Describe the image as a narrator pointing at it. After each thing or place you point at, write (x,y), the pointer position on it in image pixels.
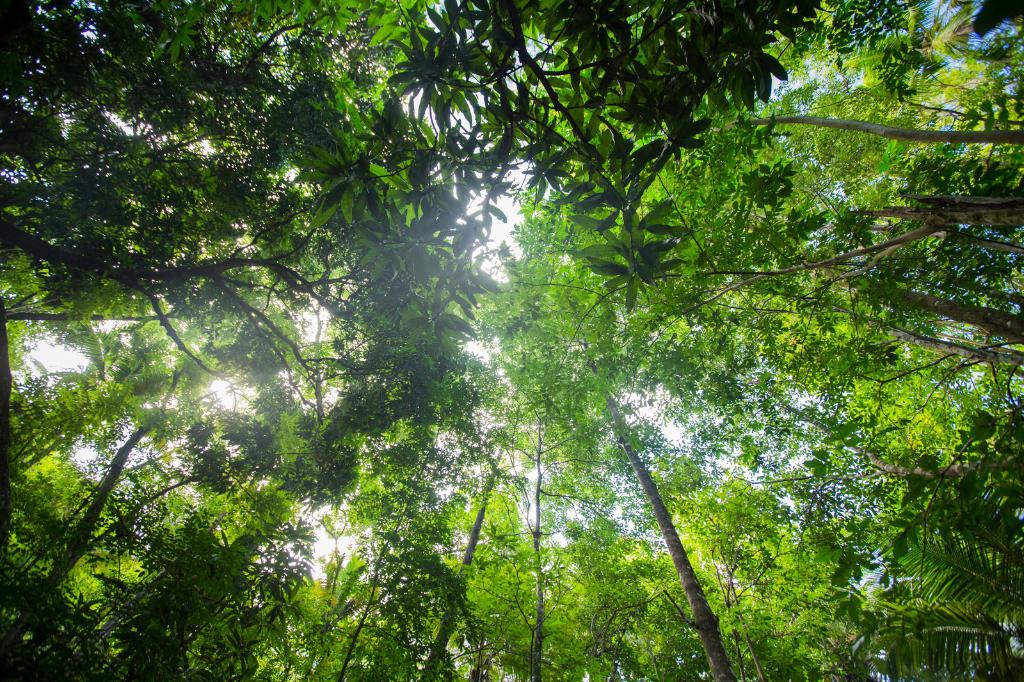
This picture is taken from outside of the city. In this image, we can see some trees (742,206). In the background (835,189), we can see a sky (88,349).
